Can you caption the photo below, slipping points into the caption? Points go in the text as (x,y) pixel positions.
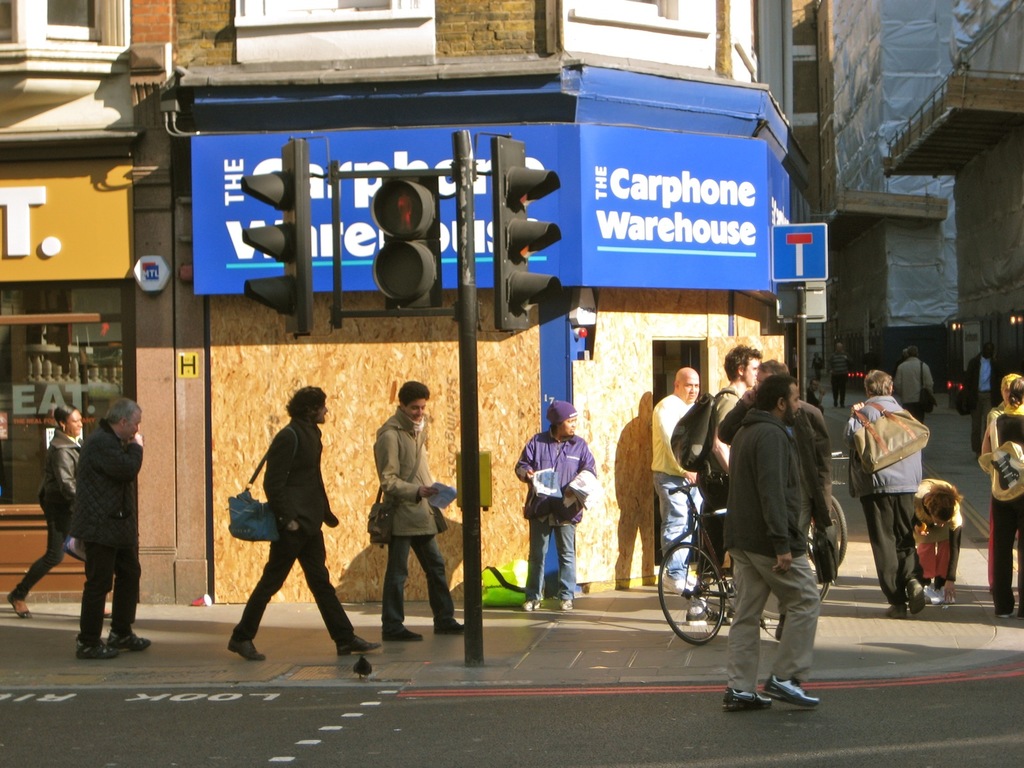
In this image, we can see some people (93,526) wearing clothes (668,459). There is a signal pole (470,368) in front of the building (462,102). There is an another building (923,246) on the right side of the image (978,299). There is a bicycle (837,507) beside the road (689,697).
